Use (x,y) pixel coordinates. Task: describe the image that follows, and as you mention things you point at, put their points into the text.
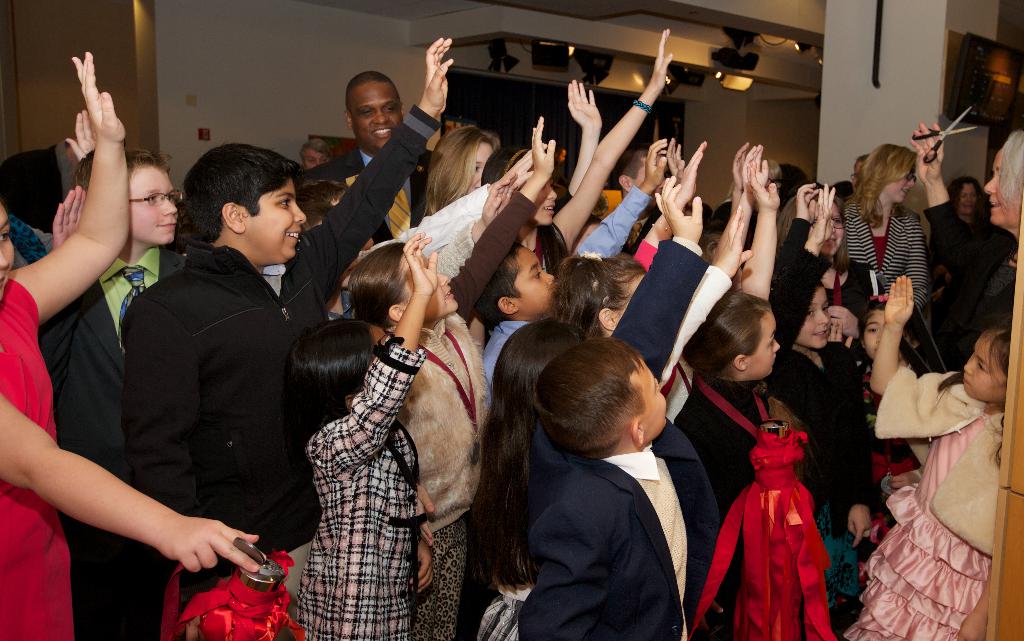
We can see group of people (400,297) and we can see scissors (941,136) hold with hand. In the background (842,15) we can see lights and wall (284,42).
